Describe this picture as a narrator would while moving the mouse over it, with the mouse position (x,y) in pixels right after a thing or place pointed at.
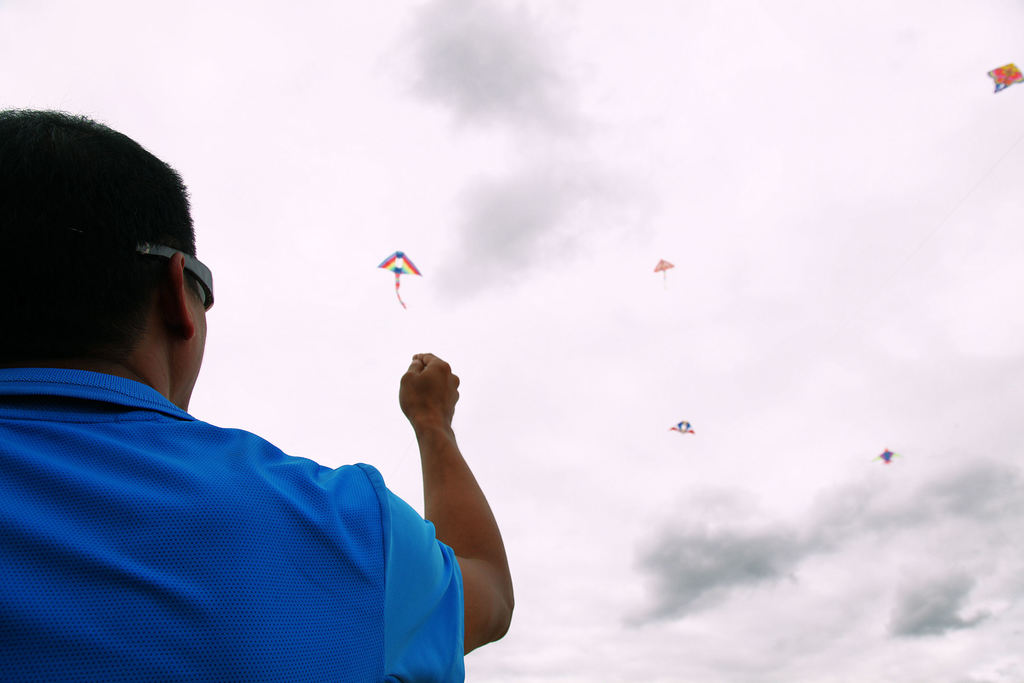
This picture consists of person (223,506) on the left side (137,227), in the middle (561,378) I can see there are kites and the sky (498,109) visible.
